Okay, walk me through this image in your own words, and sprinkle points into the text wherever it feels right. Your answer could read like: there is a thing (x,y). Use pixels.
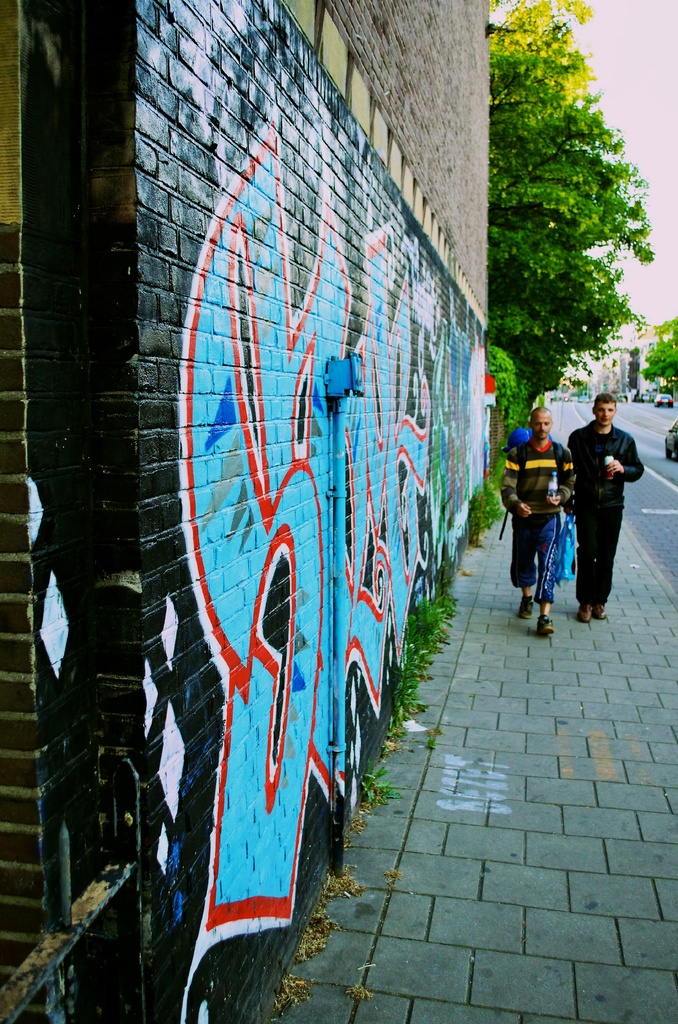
The picture is taken on the streets (667,423) of a city (223,292). On the left (209,511) there is a wall (348,440) with graffiti (314,521). In the center of the picture (413,679) it is footpath (431,781), on the footpath (415,841) there are people (605,438) and plants (433,645). In the background (595,357) there are trees (522,365), buildings (646,329) and vehicles (659,406), on the road (649,407). Sky (600,28) is cloudy.
